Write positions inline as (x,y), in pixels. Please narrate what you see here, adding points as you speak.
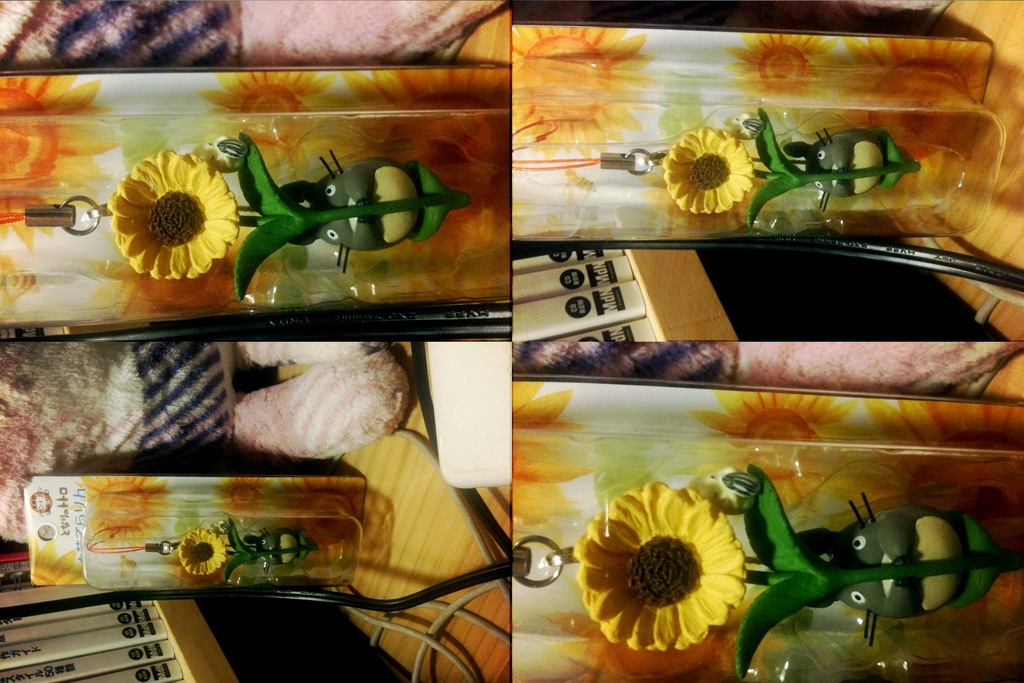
In this image we can see collage of a picture in which we can see a key chain (51,214) on which a flower (163,220) and a doll (319,187) is present. In the background (68,656) we can see books (155,647) in rack (176,627), cables (400,623) and a doll (178,398).
